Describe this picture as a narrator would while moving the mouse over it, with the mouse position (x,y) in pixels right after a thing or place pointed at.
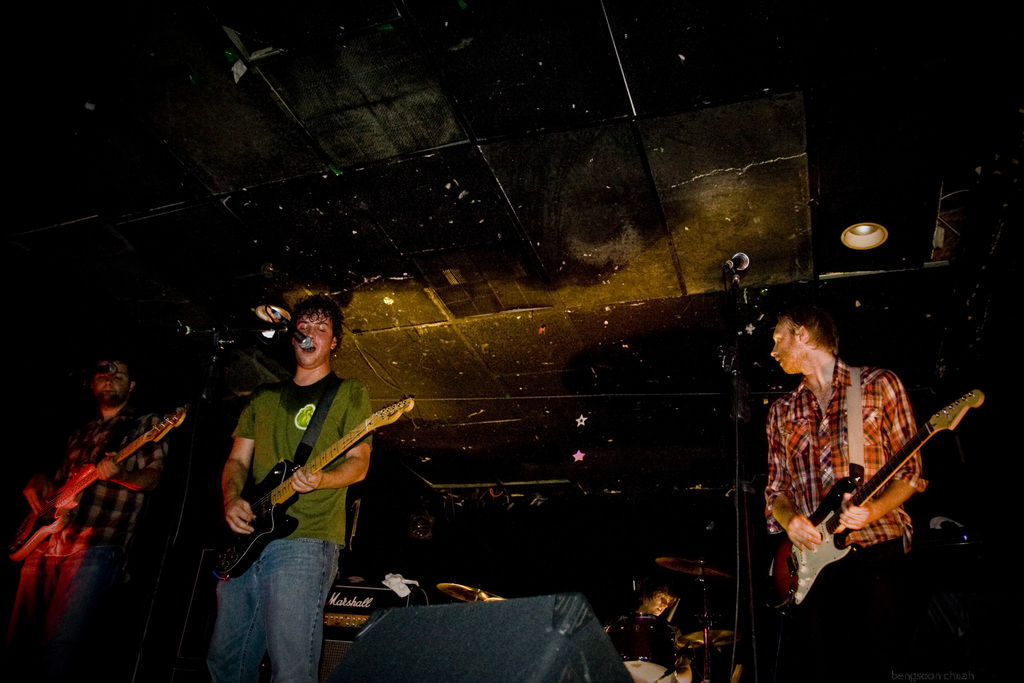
In the given image we can see three persons (282,443) standing and they have guitar (285,499) in their hands (856,508). This is a microphone (732,257), light (850,228) and musical band (653,593).
